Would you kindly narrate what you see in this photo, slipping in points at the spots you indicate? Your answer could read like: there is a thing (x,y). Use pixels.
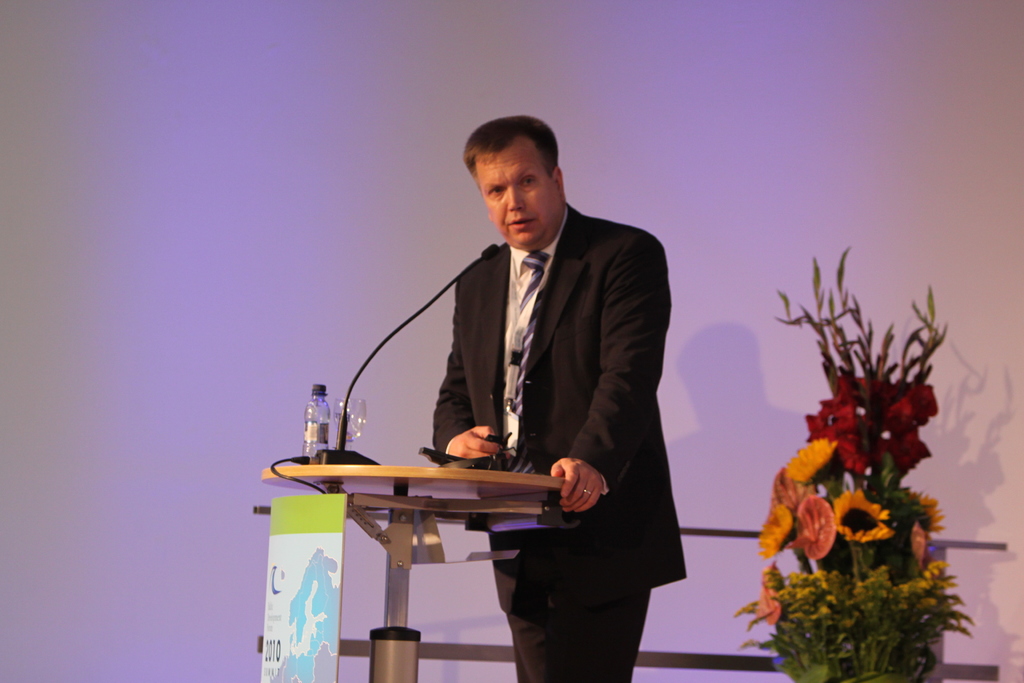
In this image in the front (304,649) there is a podium (401,619) with some text (275,653) written on it and on the top of the podium (322,601) there is a glass (356,419), bottle (316,426) and mic (350,456). In the center (562,392) there is a person (581,393) standing and speaking and there are flowers (844,531).
